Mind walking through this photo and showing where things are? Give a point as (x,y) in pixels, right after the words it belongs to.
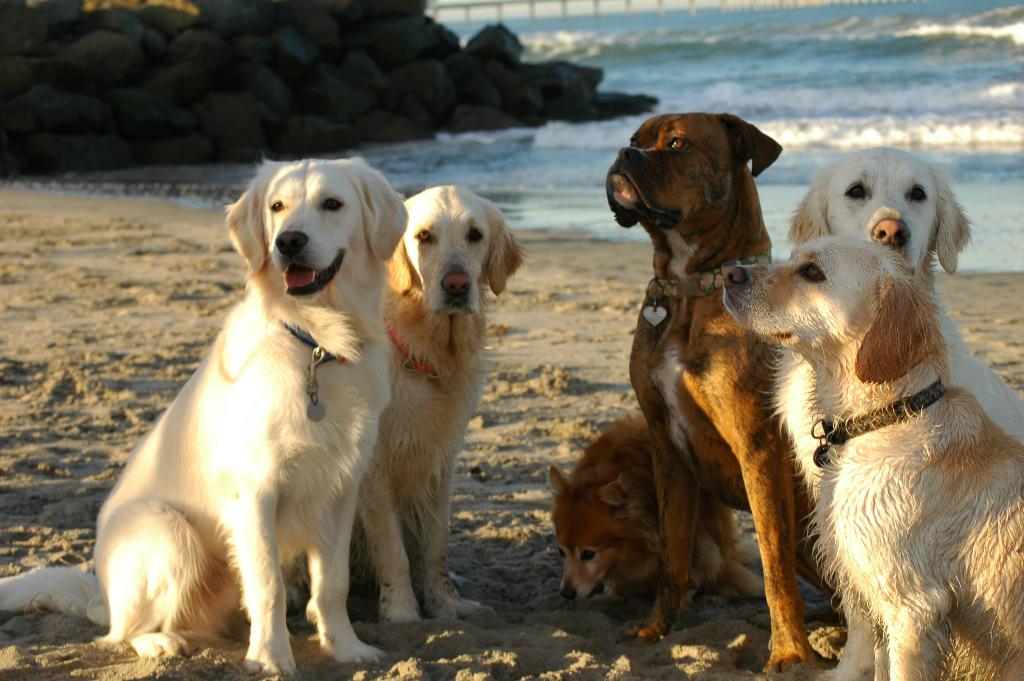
In this picture we can see 6 dogs (649,187) sitting on the sea shore (129,303) and looking at someone.
